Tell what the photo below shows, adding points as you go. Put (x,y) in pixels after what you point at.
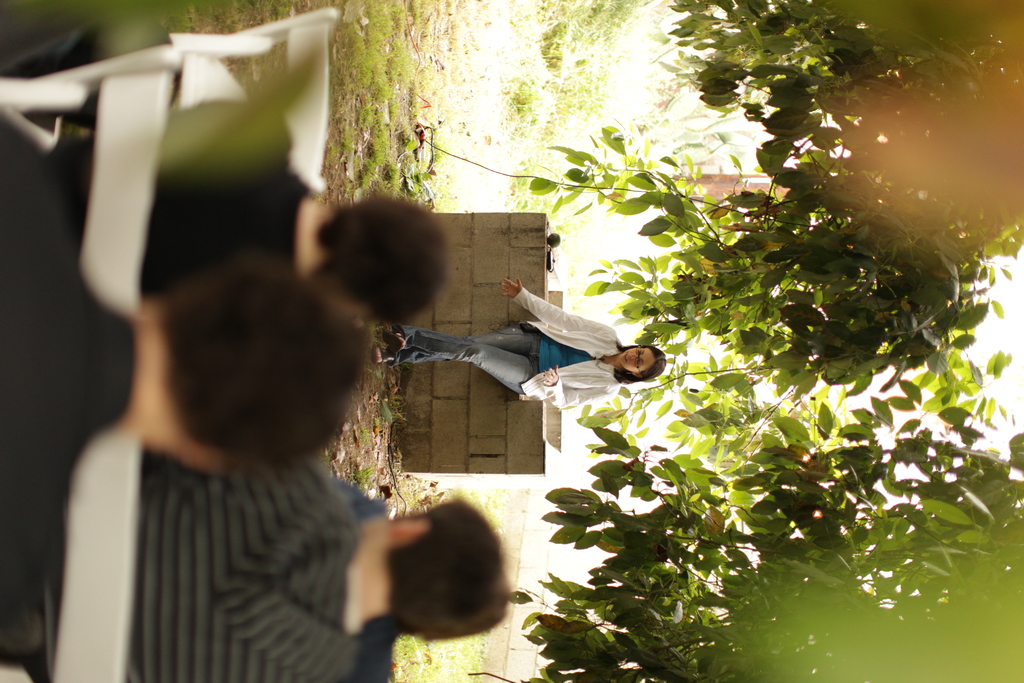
In this picture we can see some people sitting on the left side (200,493), on the right side (955,404) there is a tree (927,508), in the background (599,356) there is a woman (527,362) standing, we can also see some plants (591,53) and grass (411,104) in the background (366,86).
